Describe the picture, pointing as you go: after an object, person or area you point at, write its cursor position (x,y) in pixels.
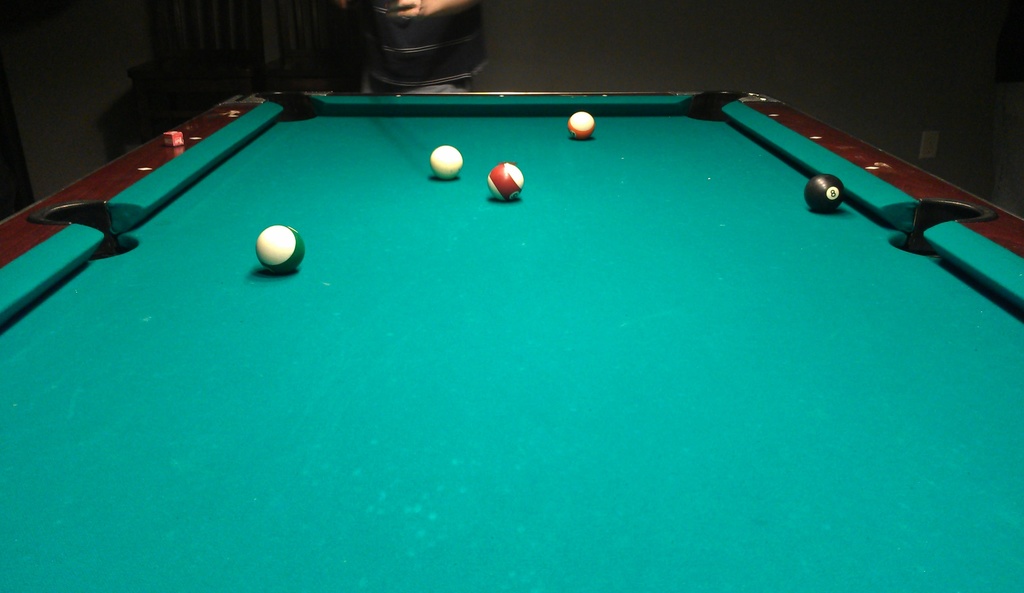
in this picture we can see a board (522,248) and balls (506,168) on it, and it is known as pool, and in front a person (399,59) is standing.
